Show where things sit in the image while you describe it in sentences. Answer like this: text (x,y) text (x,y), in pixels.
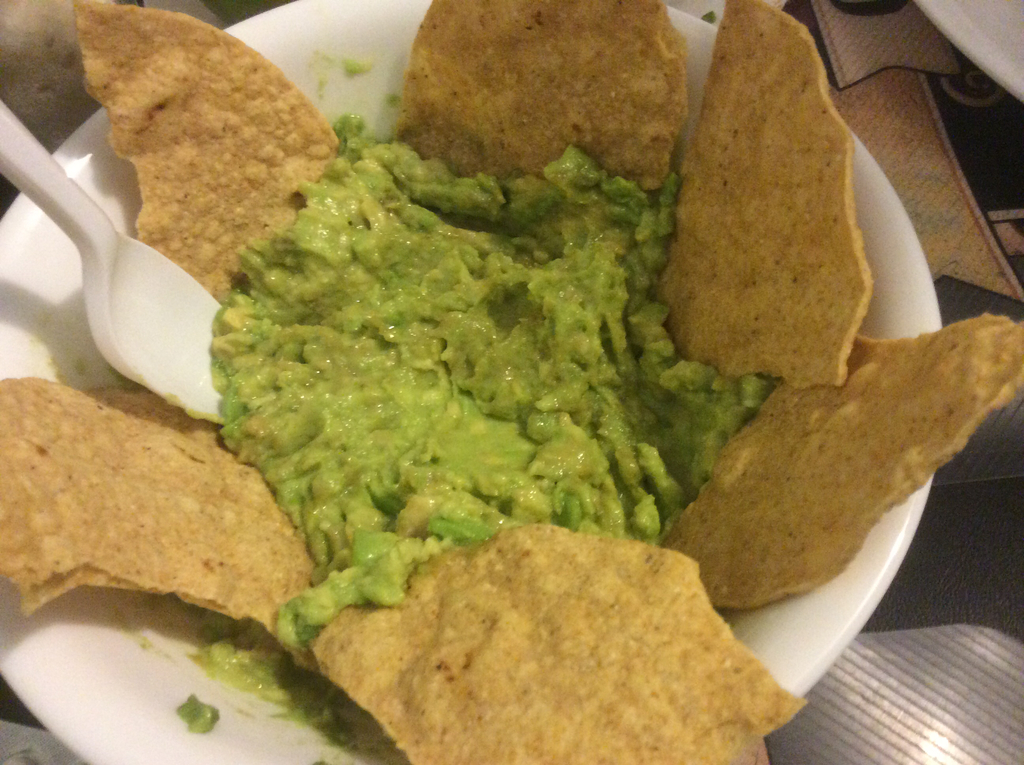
This is a bowl (118,677) with papads (397,711) and a kind of green salad (280,495). This is the spoon (94,292), which is white in color. This bowl (811,593) is placed on the table (962,565).
